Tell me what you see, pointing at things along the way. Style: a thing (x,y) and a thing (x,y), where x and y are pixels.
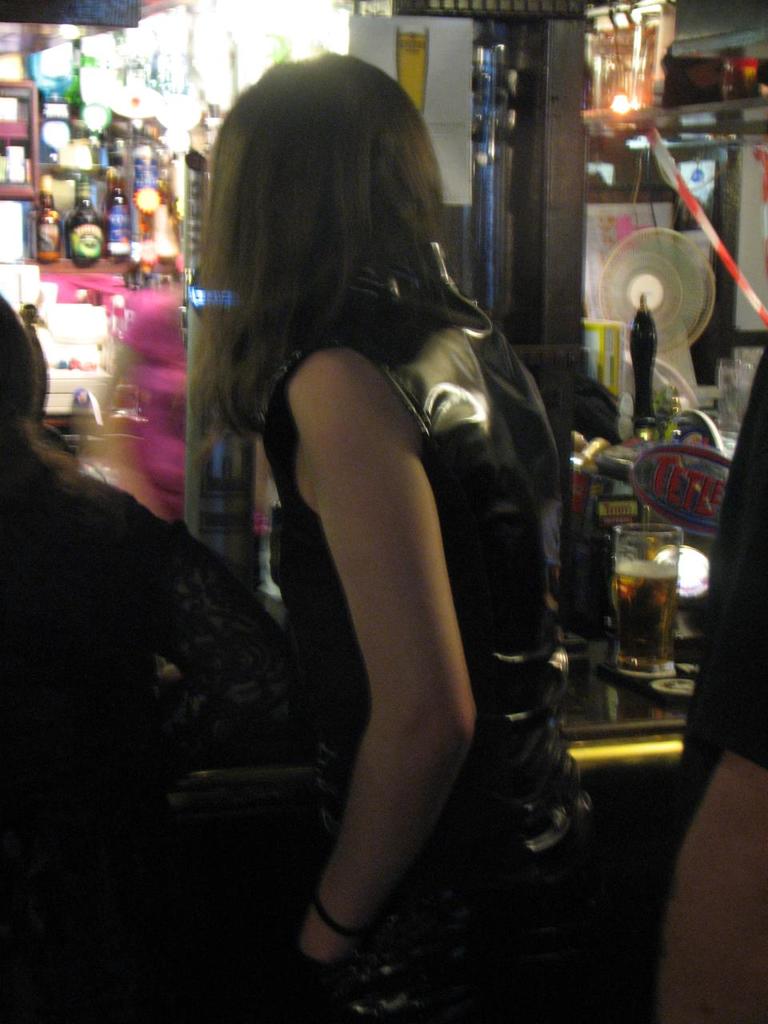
In this picture we can see three people (38,653) and a woman (356,983) standing, glass (631,568) with drink (661,597) in it, bottles (48,253) in racks (64,240), lights (193,103), fan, poster (374,32) and some objects (692,577).
